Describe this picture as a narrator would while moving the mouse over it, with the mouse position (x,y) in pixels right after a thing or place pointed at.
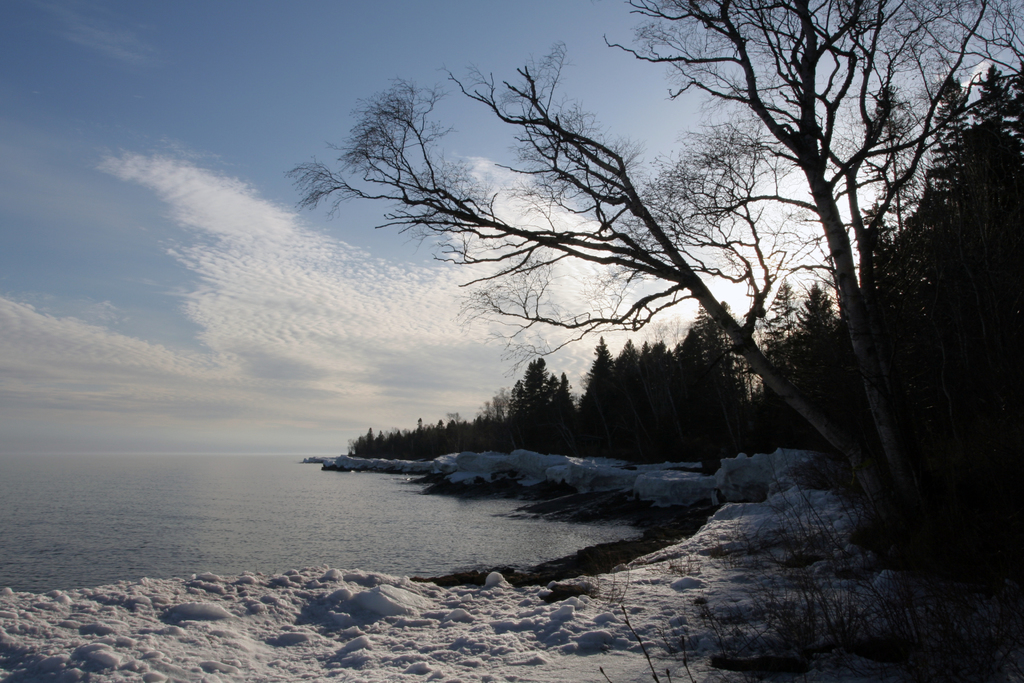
In this picture there is water (4,512) on the left side of the image (23,538) and there are trees (911,111) on the right side of the image (1015,317), there is snow (518,604) at the bottom side of the image (437,608).
